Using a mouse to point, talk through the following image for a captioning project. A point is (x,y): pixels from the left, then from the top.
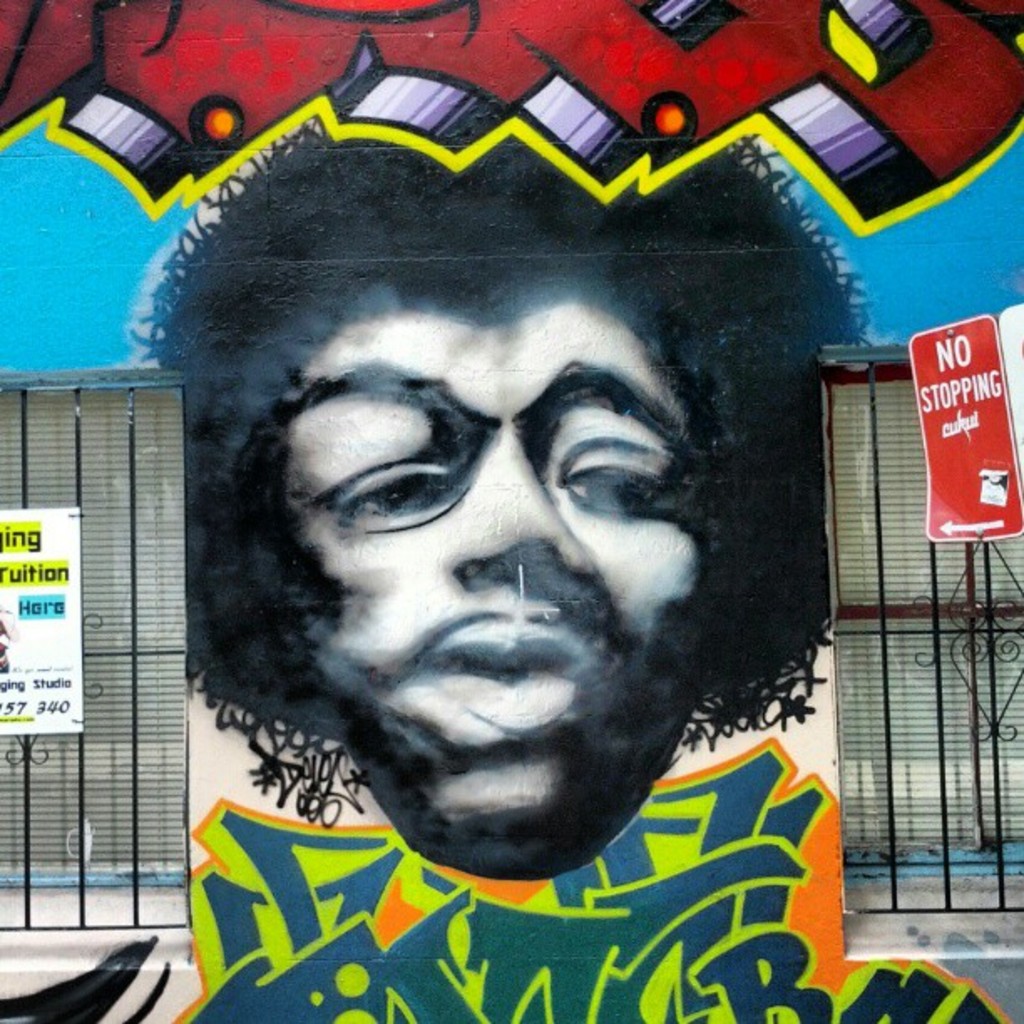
In the center of the image (587,681) there is a graphic painting (406,641). Beside the painting (652,615) there is a sign board (979,366) and there are name boards (14,529). There is a metal rod fence (26,852).
